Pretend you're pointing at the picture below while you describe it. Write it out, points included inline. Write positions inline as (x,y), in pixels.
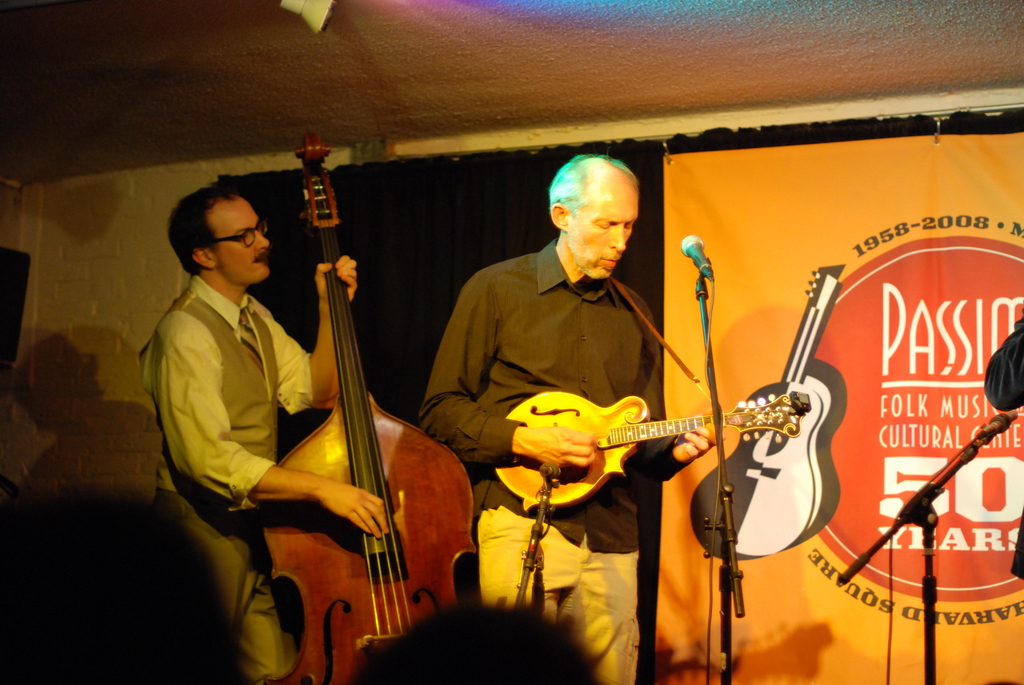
In this image I can see a person (531,334) wearing a shirt (556,336) and a pant (578,568) Standing and holding a musical instrument (578,481) in his hand (582,454) in front of a microphone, to the left of the image (252,534) i can see another person (252,534) standing and holding a musical instrument (342,433) in his hand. In the background (379,329) I can see the ceiling (471,93), the wall (84,264), a curtain (391,234), a banner (814,249) and a microphone (975,440).
